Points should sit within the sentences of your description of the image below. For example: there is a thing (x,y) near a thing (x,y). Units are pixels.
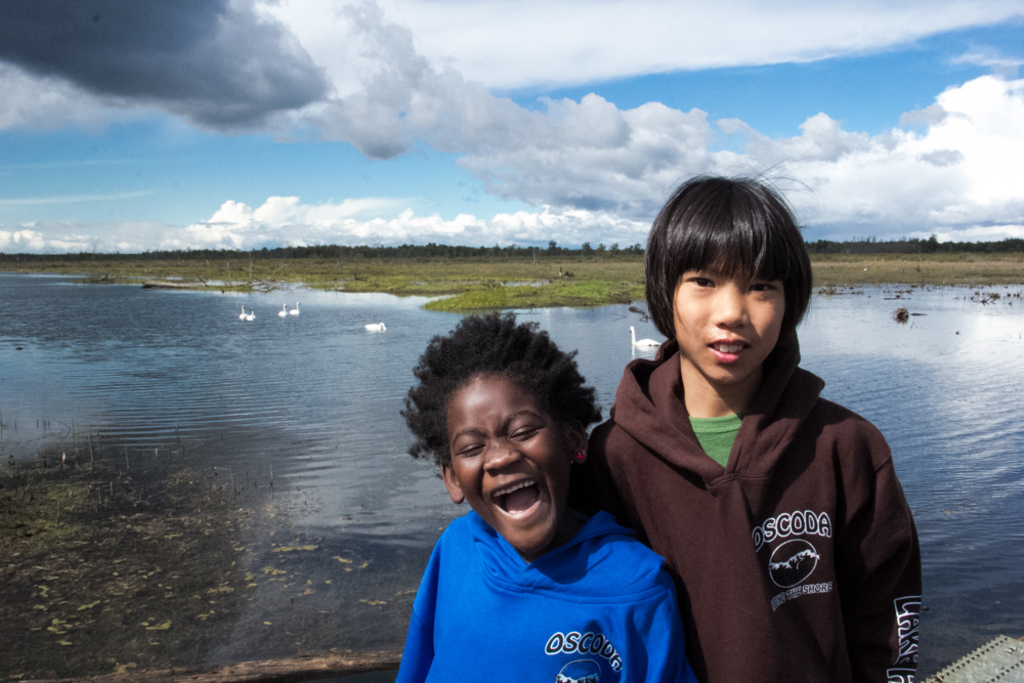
In the image we can see two children (474,521) wearing clothes (641,569). Here we can see water (209,449), birds (284,310) in the water (302,308), grass (505,295), trees (846,247) and the cloudy sky (392,108).
